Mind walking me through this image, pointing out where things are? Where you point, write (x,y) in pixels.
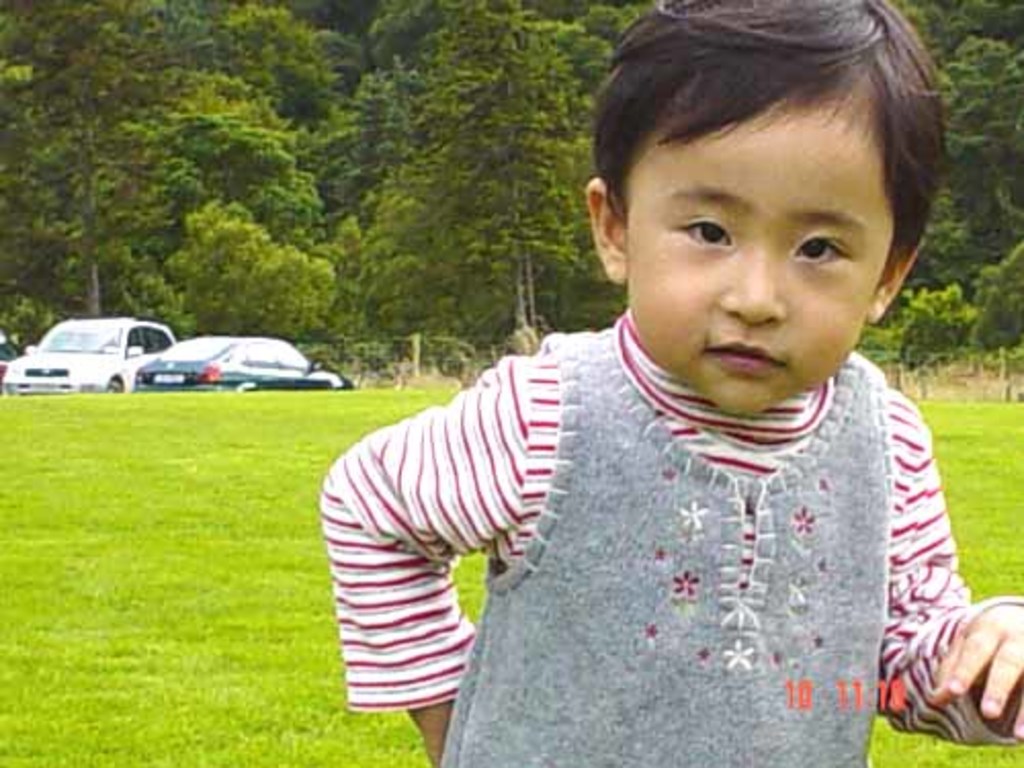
In this picture we can see a boy (978,743) and some grass (198,612) is visible on the ground (188,506). We can see few vehicles (107,327) and trees (979,154) in the background (266,341).
